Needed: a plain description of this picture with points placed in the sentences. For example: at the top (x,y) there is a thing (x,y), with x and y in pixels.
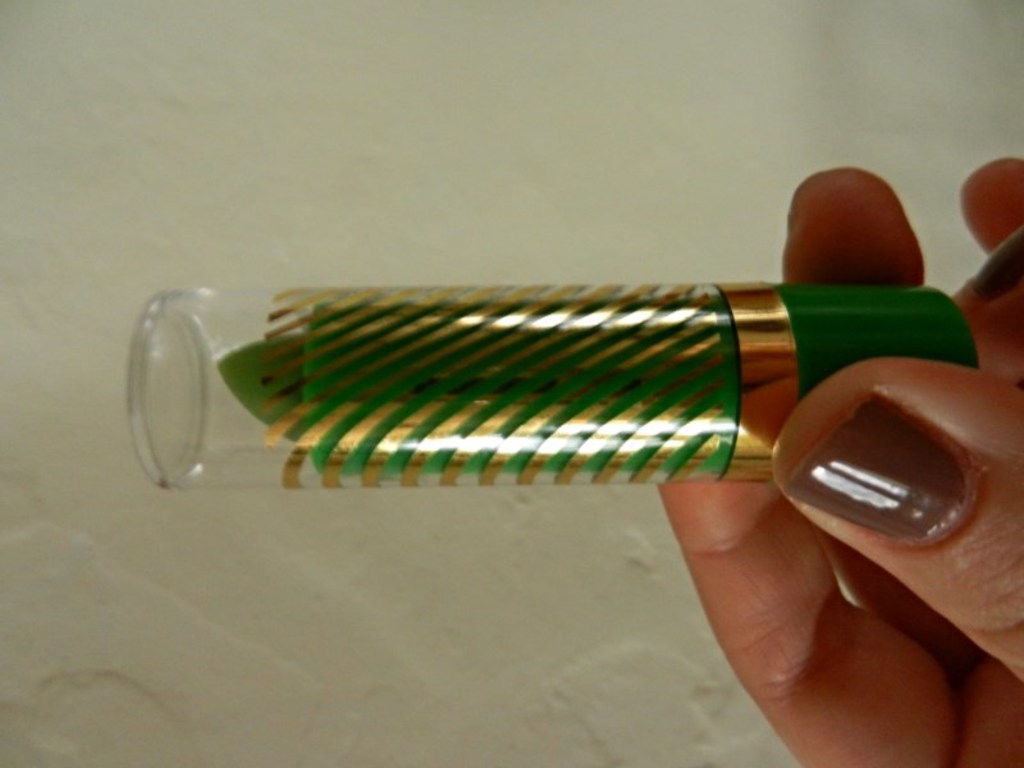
In this picture i see a human hand (801,433) holding a green color lipstick (543,425) and I see a wall (557,85) in the background (289,138).
